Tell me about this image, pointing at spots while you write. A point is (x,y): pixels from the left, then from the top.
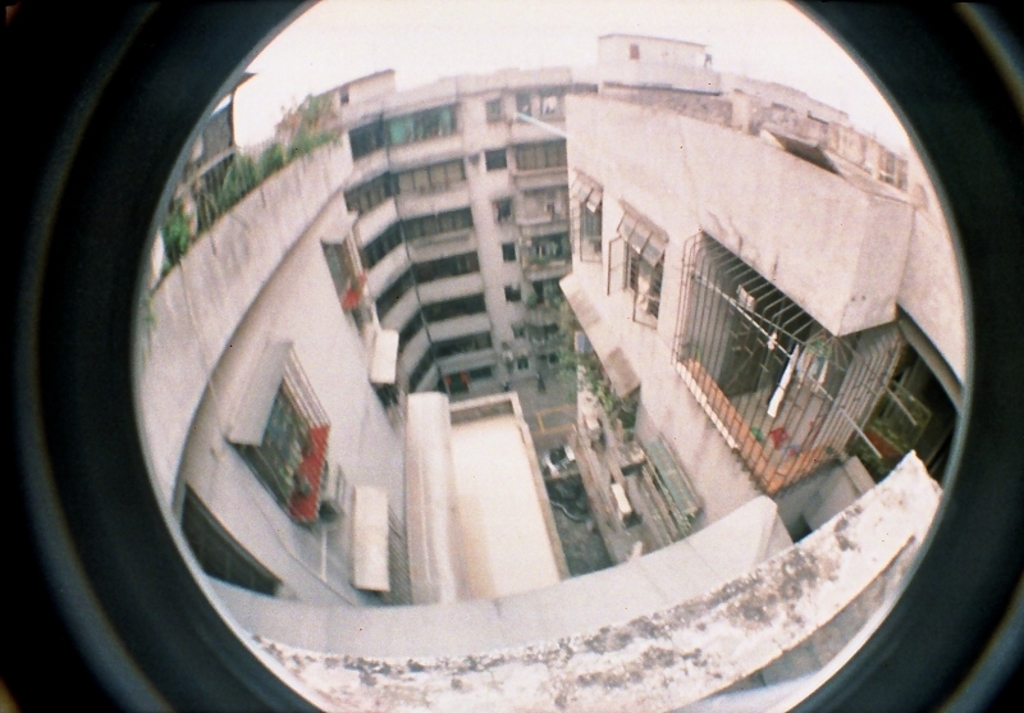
In this image we can see buildings (425,307), grills (703,287), plants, clothes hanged on the ropes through a camera lens (139,134).
